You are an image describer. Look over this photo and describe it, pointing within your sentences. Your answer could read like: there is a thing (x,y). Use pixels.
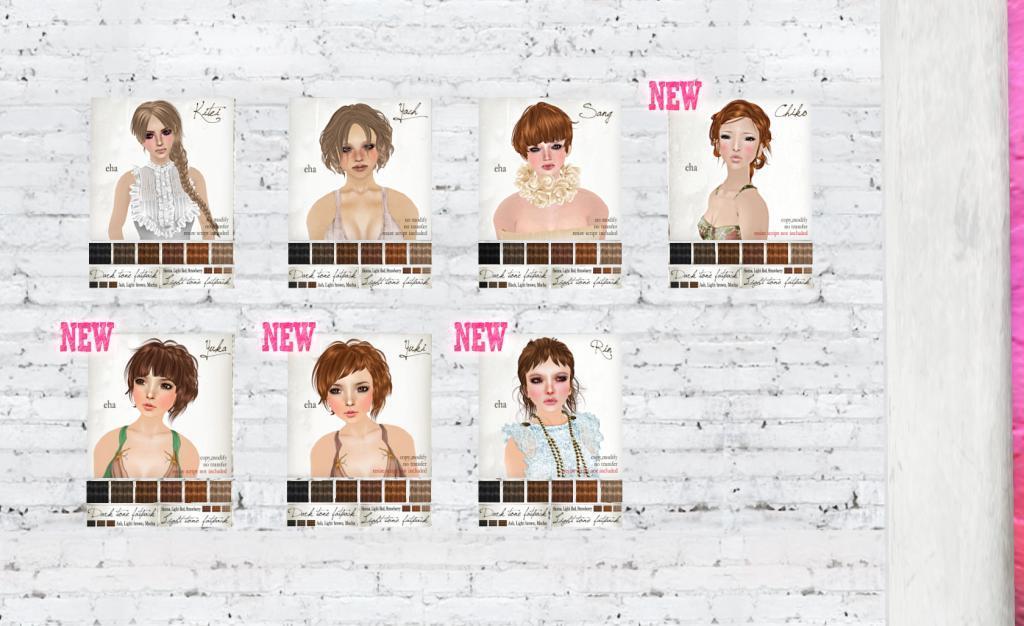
This is an animated image and there are seven posters (583,198) on the wall (398,61) and on the right (943,38) there is a pillar (958,232).
